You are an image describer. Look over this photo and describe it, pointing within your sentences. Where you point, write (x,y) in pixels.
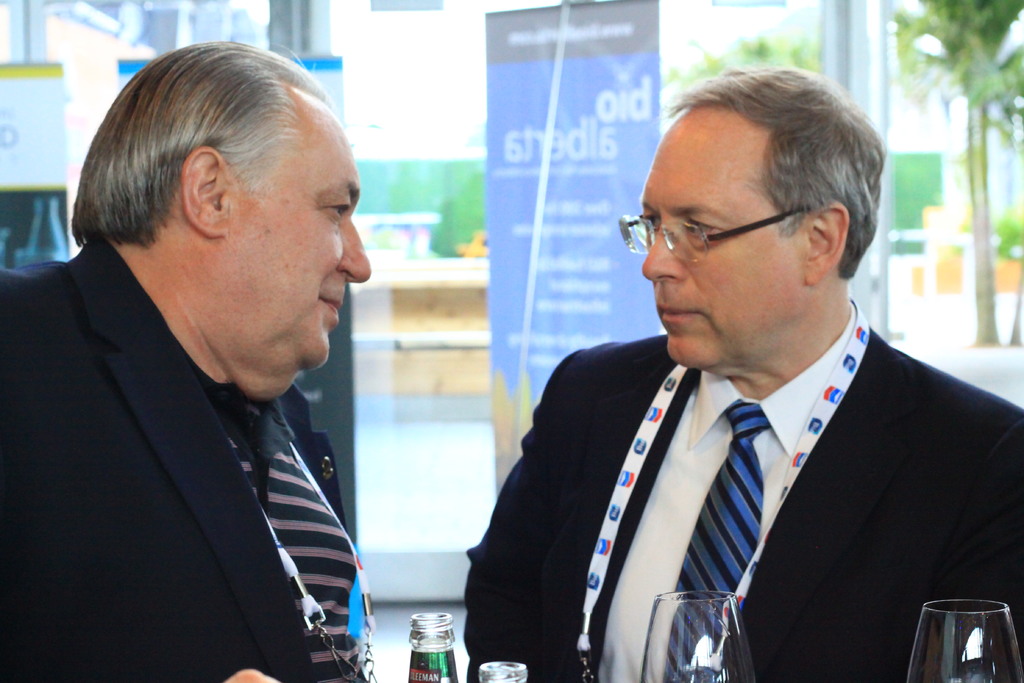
In this image I can see two people (532,490) are wearing different color dress (108,512). I can see bottles (422,632), glasses (688,613). Back I can see the banner (515,113), trees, few objects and background (423,78) is blurred.
